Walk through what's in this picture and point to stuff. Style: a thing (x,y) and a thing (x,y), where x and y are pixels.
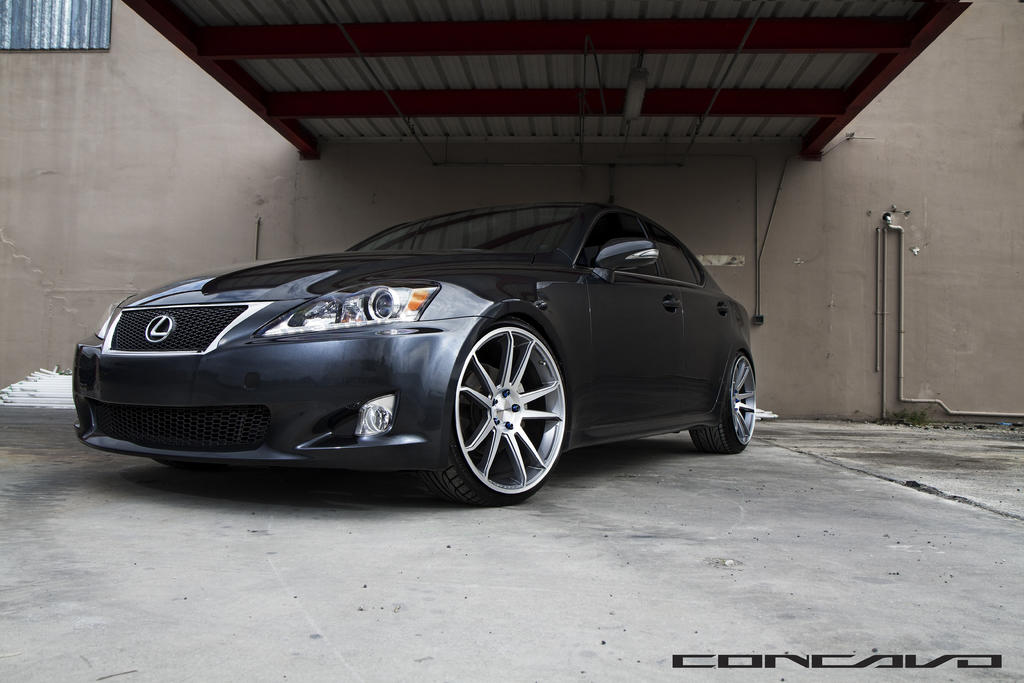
In this image there is a car (475,216) under the shed (708,38). In the background of the image (171,195) there is a wall (103,166). On the right side of the image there are pipes (944,405).
